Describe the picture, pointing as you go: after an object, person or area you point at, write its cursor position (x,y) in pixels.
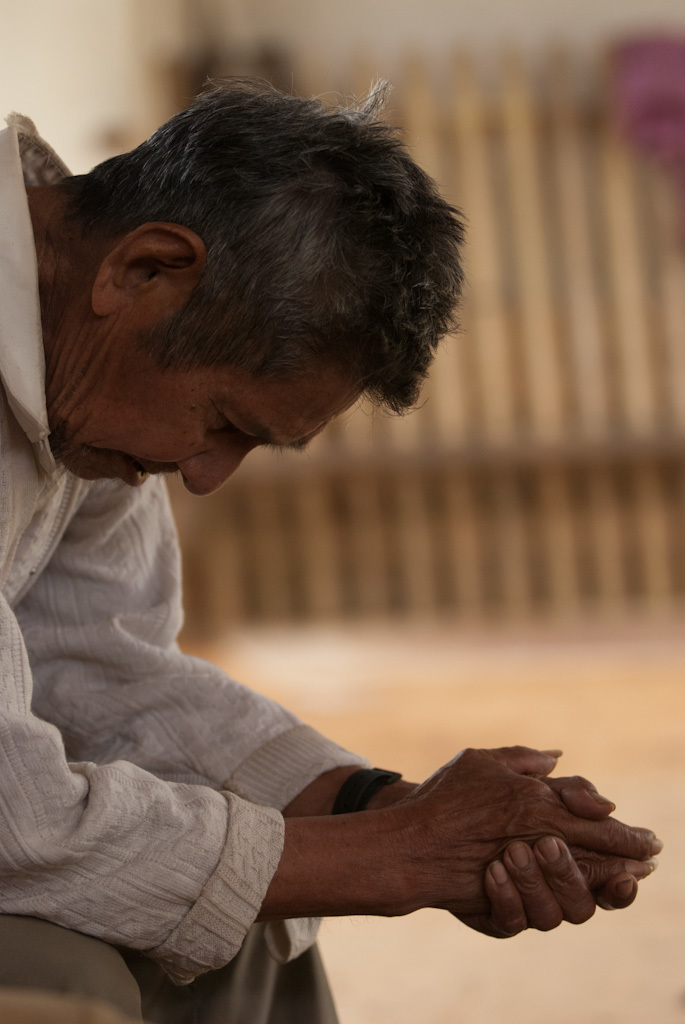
In this image we can see a person (268,796). A person (268,796) is wearing a wrist watch (359,792).
